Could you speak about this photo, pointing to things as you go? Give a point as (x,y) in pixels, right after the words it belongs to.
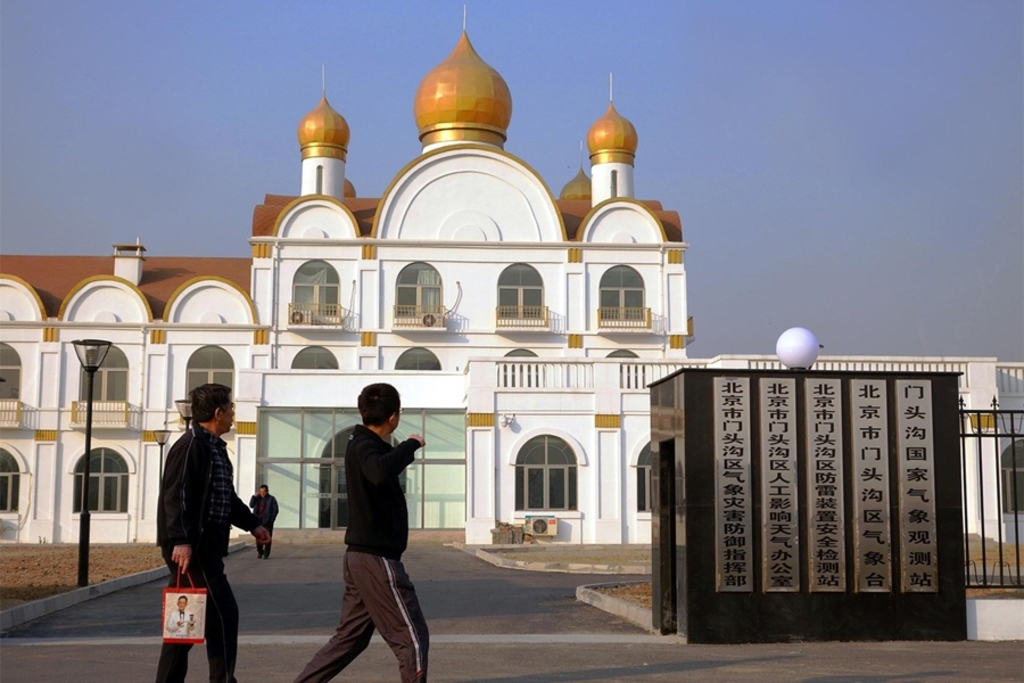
On the left side (182,457), there are two persons (369,511) in black color jackets (383,445), walking on the road (293,605). One of them is holding a bag (189,601). On the right side (907,616), there is a light (806,334) on an object (823,622). In the background (273,515), there is a person (258,511) walking on the road (453,573), there is a building (274,262) which is having roof (376,212) and glass windows (559,465) and there is blue sky (94,37).
